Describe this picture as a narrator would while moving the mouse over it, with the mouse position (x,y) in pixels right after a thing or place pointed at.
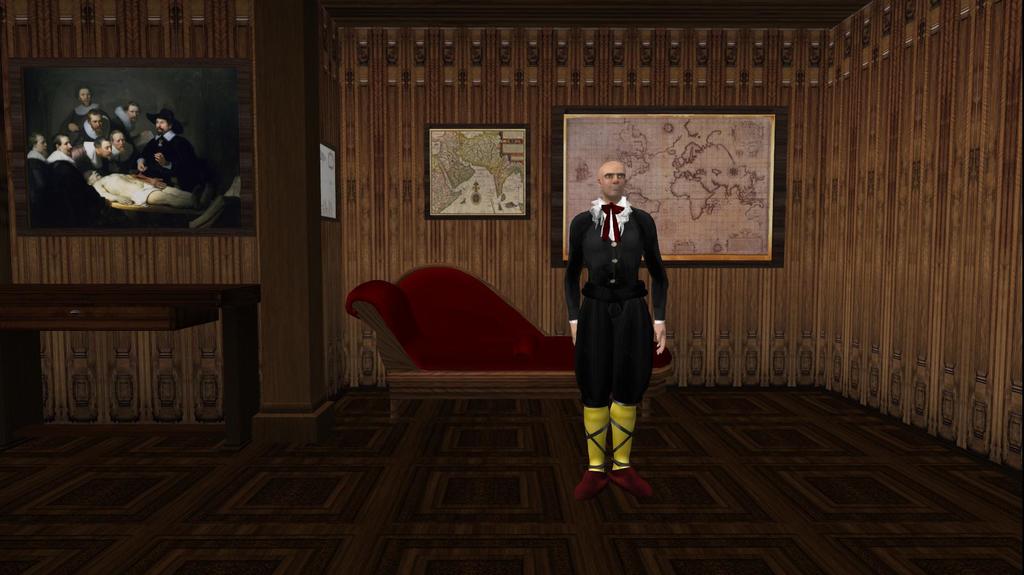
In the foreground of this animated image, there is a man (629,293) standing on the floor (545,530). In the background (515,164), there are frames (112,155) to the wall (407,189), a couch (419,362) and a table (140,303).
